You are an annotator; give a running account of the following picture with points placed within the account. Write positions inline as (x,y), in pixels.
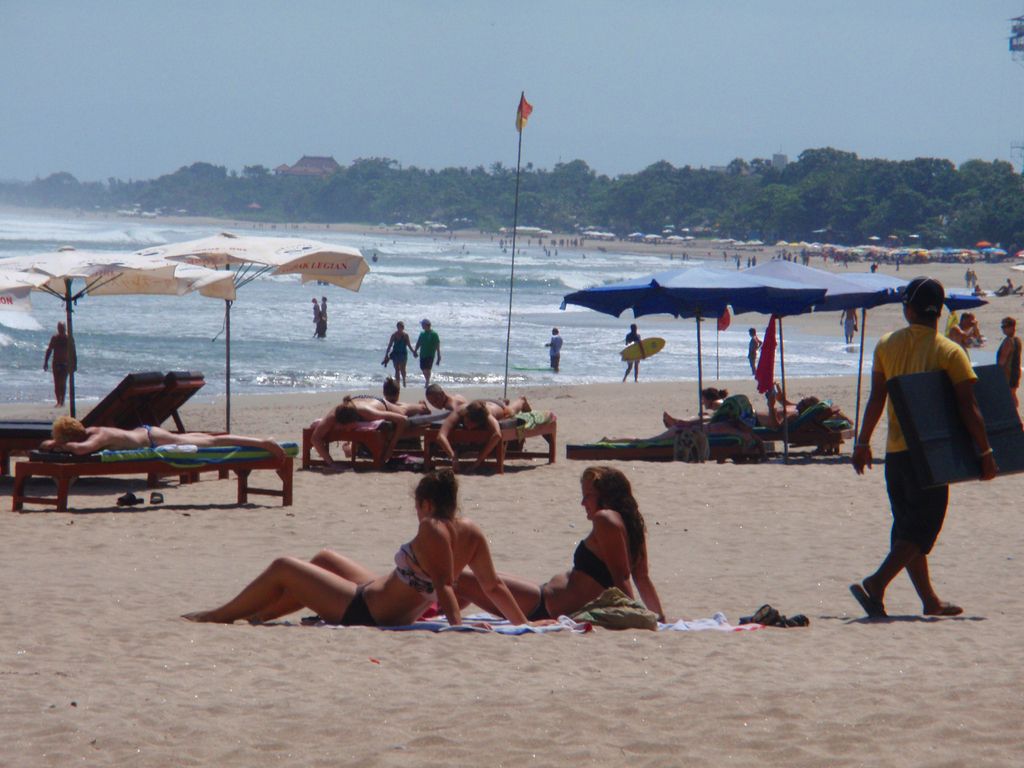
A picture of a beach (286,403). This is a sea (404,317). Far there are number of trees (679,185). Few persons (925,358) are standing and few persons (676,417) are on a bed (61,452). Far there are number of umbrellas (973,253).
